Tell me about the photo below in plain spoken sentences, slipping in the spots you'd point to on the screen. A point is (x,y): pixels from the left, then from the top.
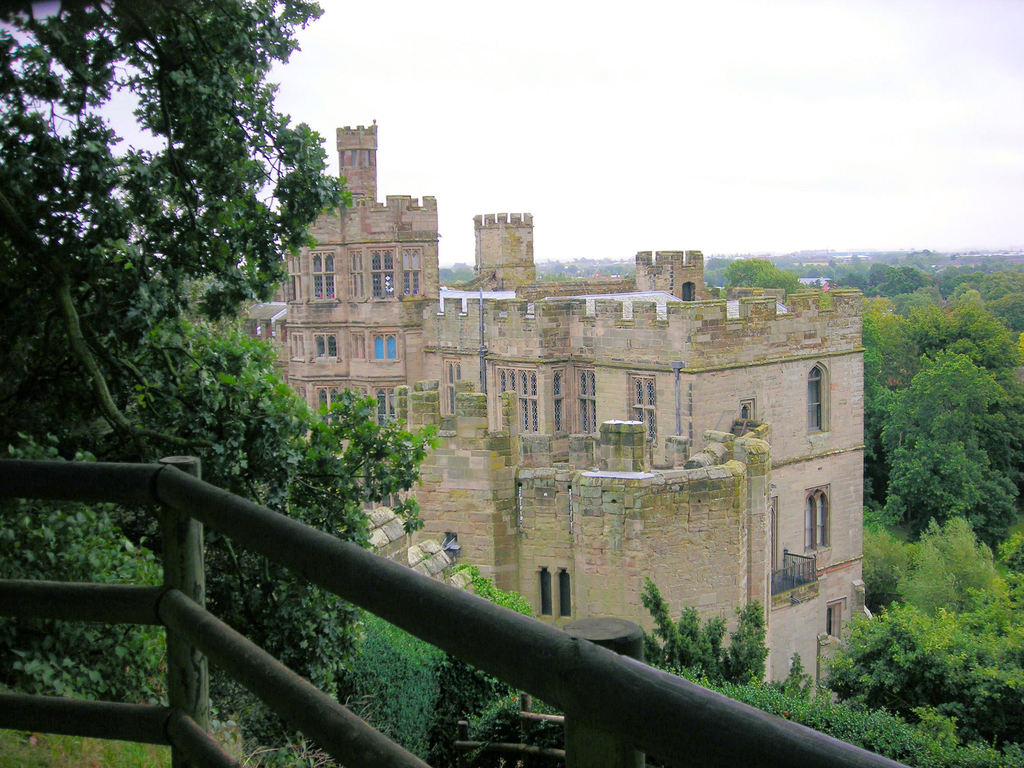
In this picture we can see buildings (507,569) with windows (329,337), trees (892,546), fence (658,709), grass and in the background (392,154) we can see the sky (662,147).
